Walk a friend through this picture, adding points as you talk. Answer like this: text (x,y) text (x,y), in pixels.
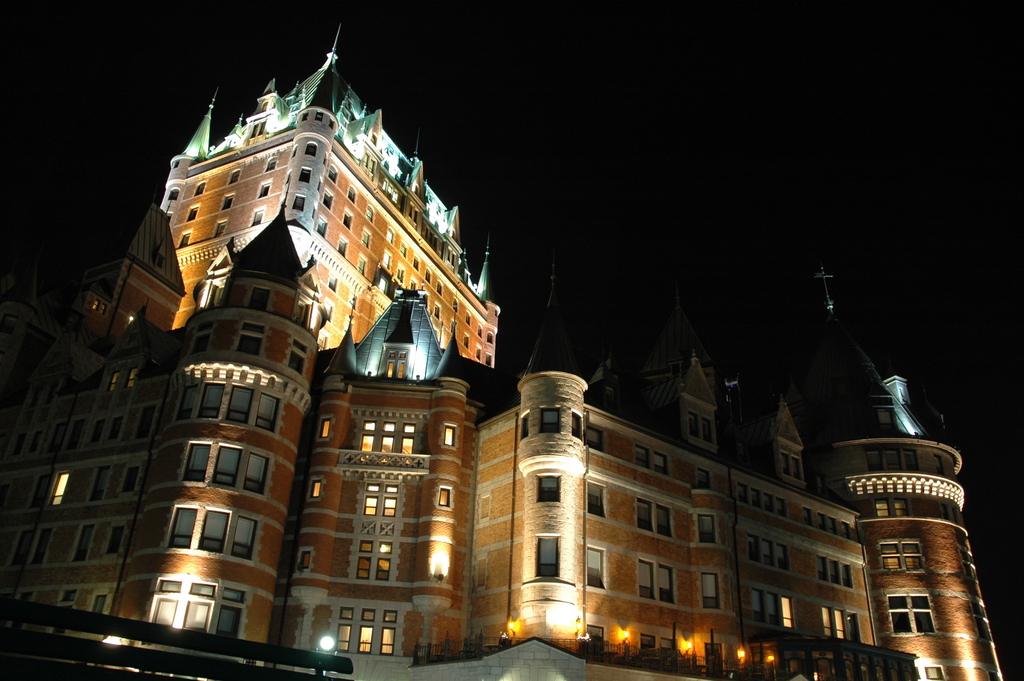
This image contains a castle (448,422) contains lights (688,643). Left bottom there is a fence (126,650). Background (627,149) is black in color.
